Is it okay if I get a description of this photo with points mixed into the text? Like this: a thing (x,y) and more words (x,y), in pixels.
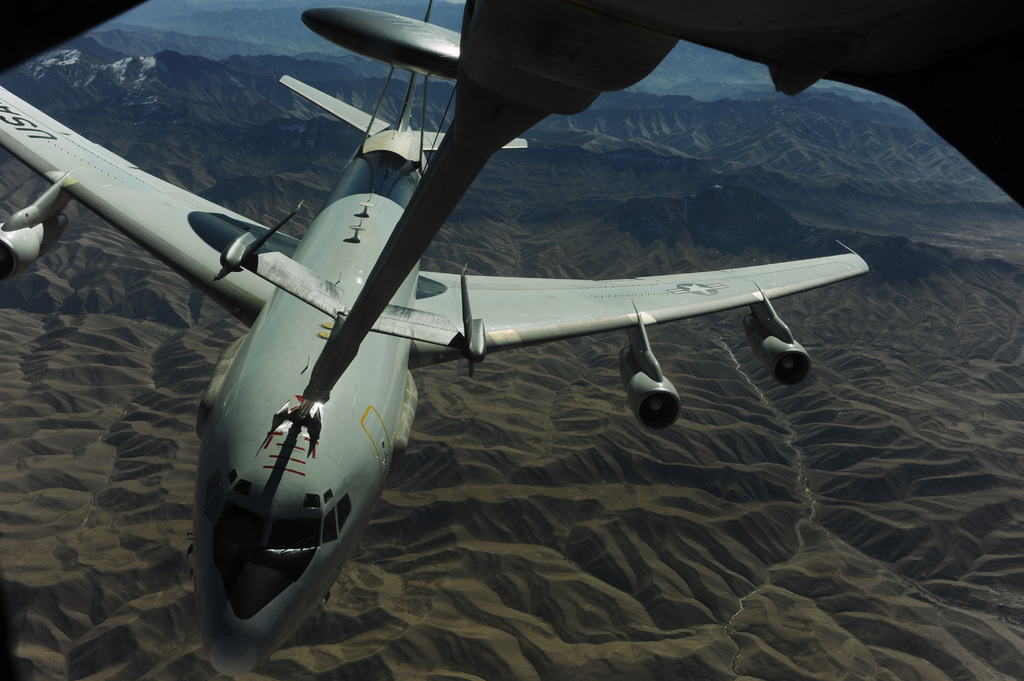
In the foreground of this image (347,409), there is an airplane (323,456) in the air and it seems like an attachment (382,269) of another object (515,81) on its top. In the background (684,513), there are mountains (239,92) and the river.
